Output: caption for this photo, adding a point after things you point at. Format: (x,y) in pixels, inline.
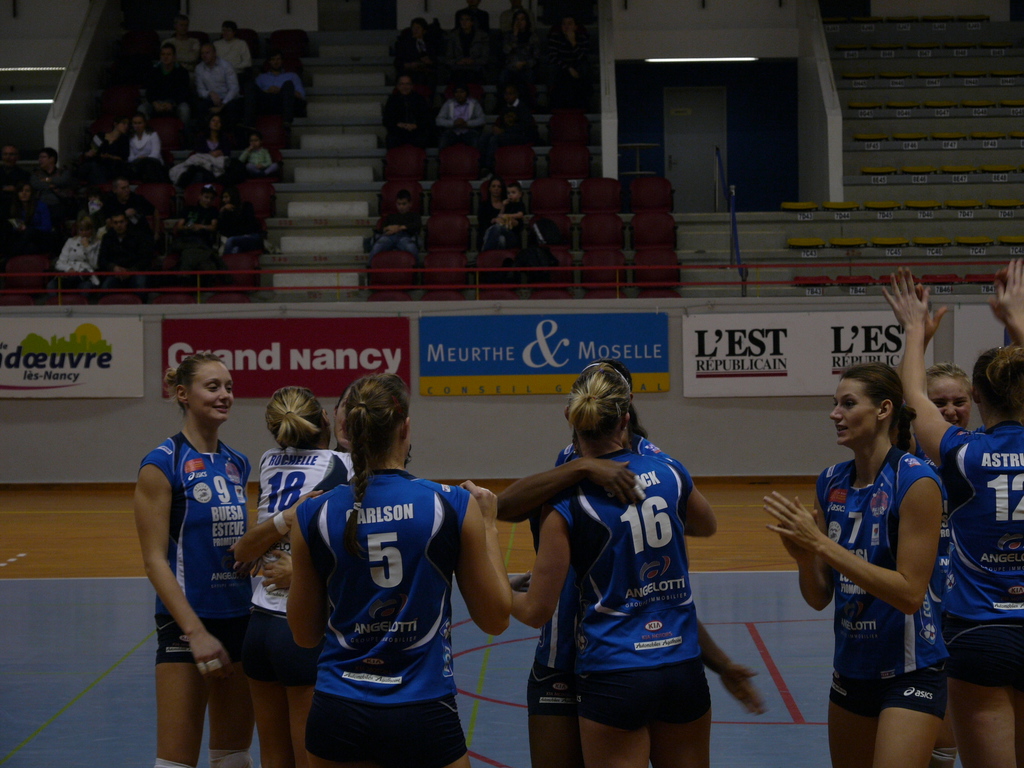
This is the picture of a stadium (668,320). In the foreground (938,691) there are group of people (884,473) standing. At the back (169,56) there are group of people (169,56) sitting on the chairs (503,251). At the back (509,321) there are hoardings (688,331), handrails (740,262) and stair case (757,253) and lights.
